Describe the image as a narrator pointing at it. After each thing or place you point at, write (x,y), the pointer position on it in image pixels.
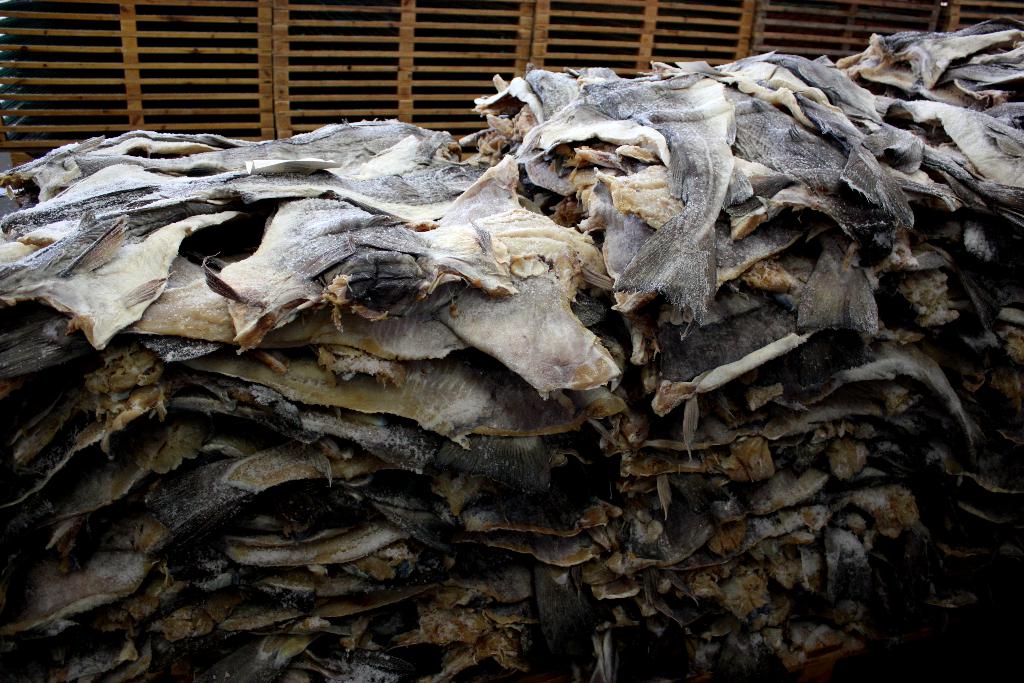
In this picture there are few skins (571,382) of fishes (460,330) and there are some other objects (396,35) beside it.
